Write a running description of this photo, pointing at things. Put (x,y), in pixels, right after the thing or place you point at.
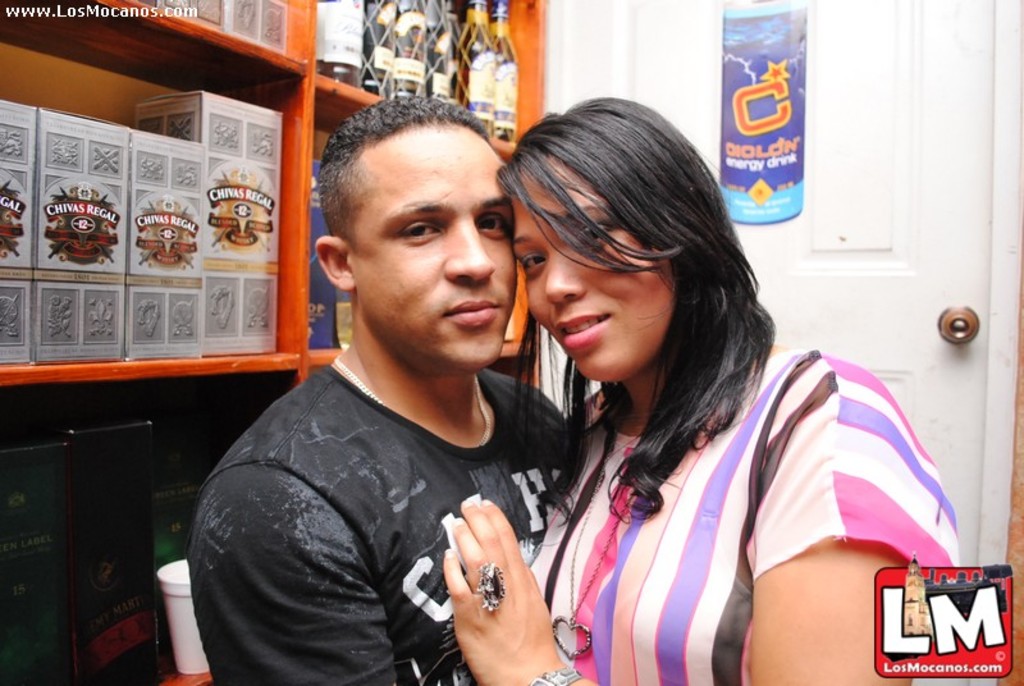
This image consists of two persons (510,506). The man (312,550) is wearing black t-shirt (326,524). To the left (191,405), there is a rack (224,381) in which there are bottles (420,10) kept. In the background (881,148), there is a door (947,352) in white color.
